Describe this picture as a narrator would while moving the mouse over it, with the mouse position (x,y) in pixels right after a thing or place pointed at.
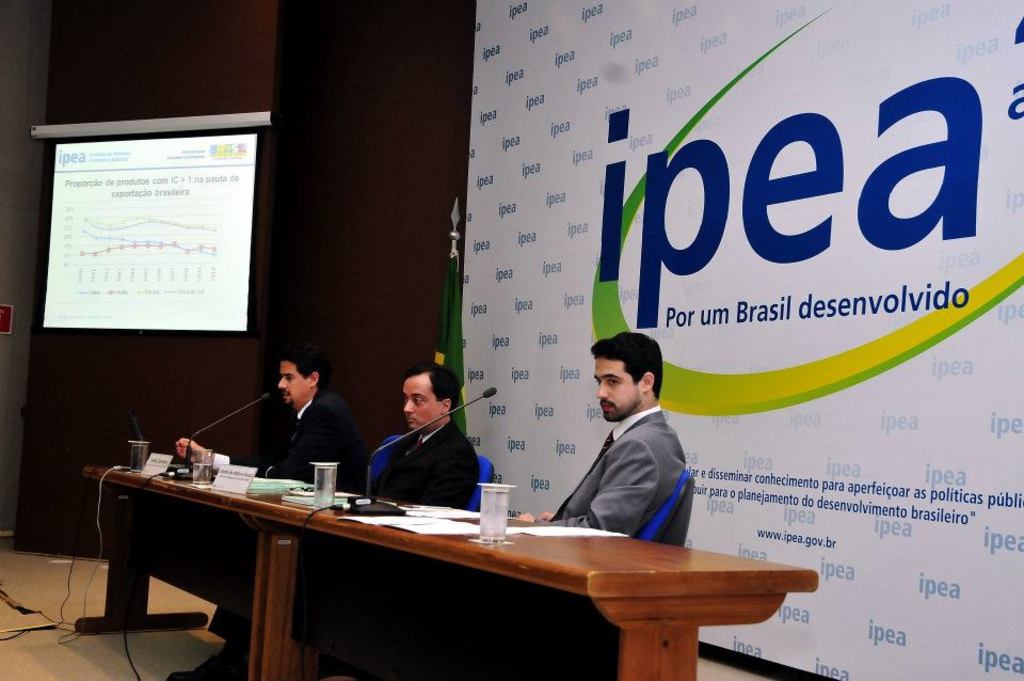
There are three people (350,436) sitting on the chairs (657,525). This is a table (447,554) with mike's (190,460), water glass (322,475), name board (240,483), papers (433,531) on it. This is the screen (76,165) which is attached to the wall (294,162). I can see a flag (453,290) hanging to the pole (454,214) which is green in color. This is a banner (865,280).
